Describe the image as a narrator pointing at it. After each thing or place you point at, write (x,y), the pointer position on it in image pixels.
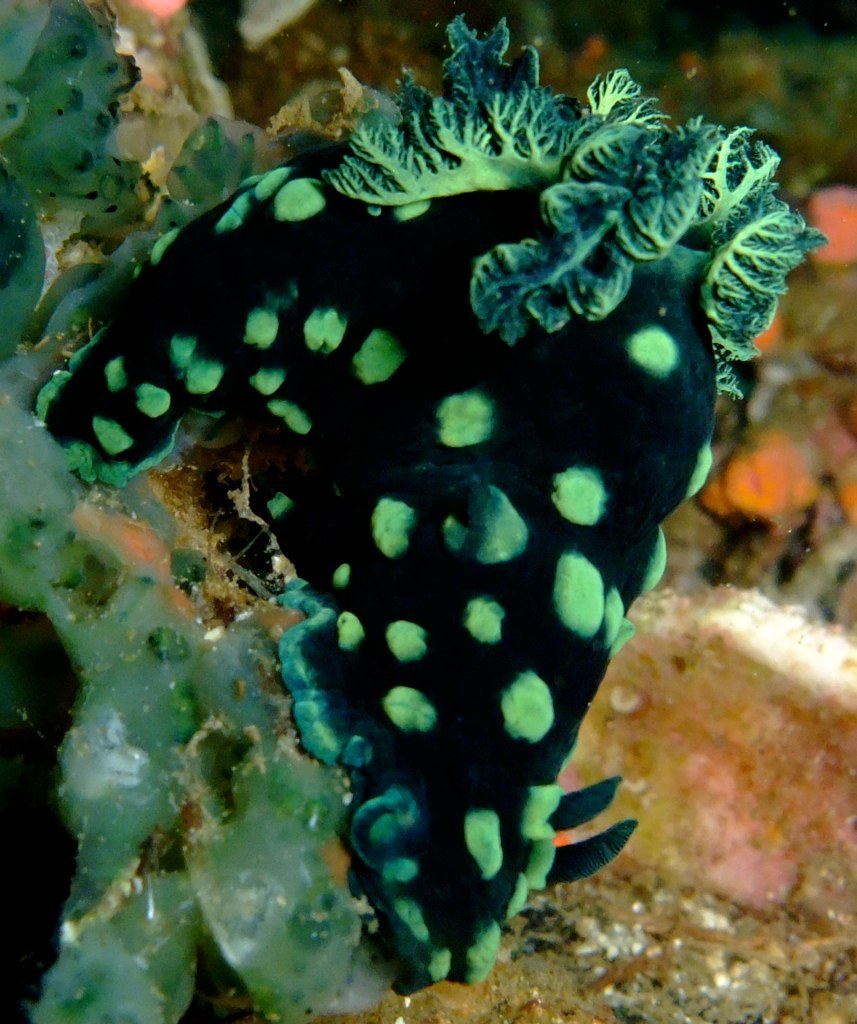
In this picture we can see underwater a sea slug (383,729).
